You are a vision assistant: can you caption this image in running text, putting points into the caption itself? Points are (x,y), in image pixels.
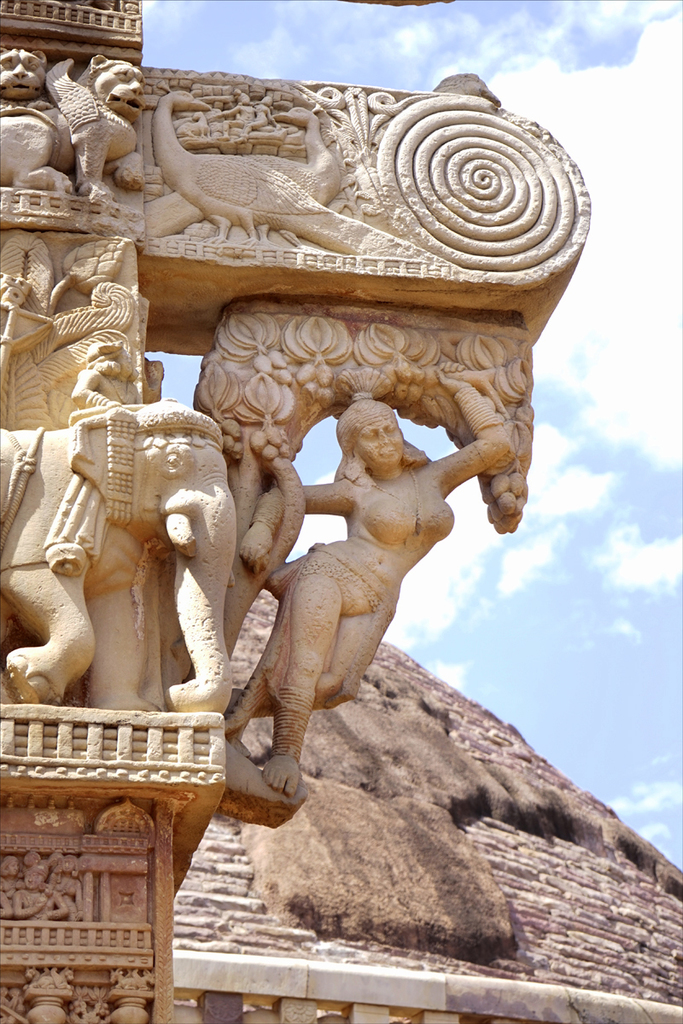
In this image we can see the sculptures (228,459). In the background (396,794) we can see the rock hill (538,761) and also the sky (614,452) with the clouds (535,35).
